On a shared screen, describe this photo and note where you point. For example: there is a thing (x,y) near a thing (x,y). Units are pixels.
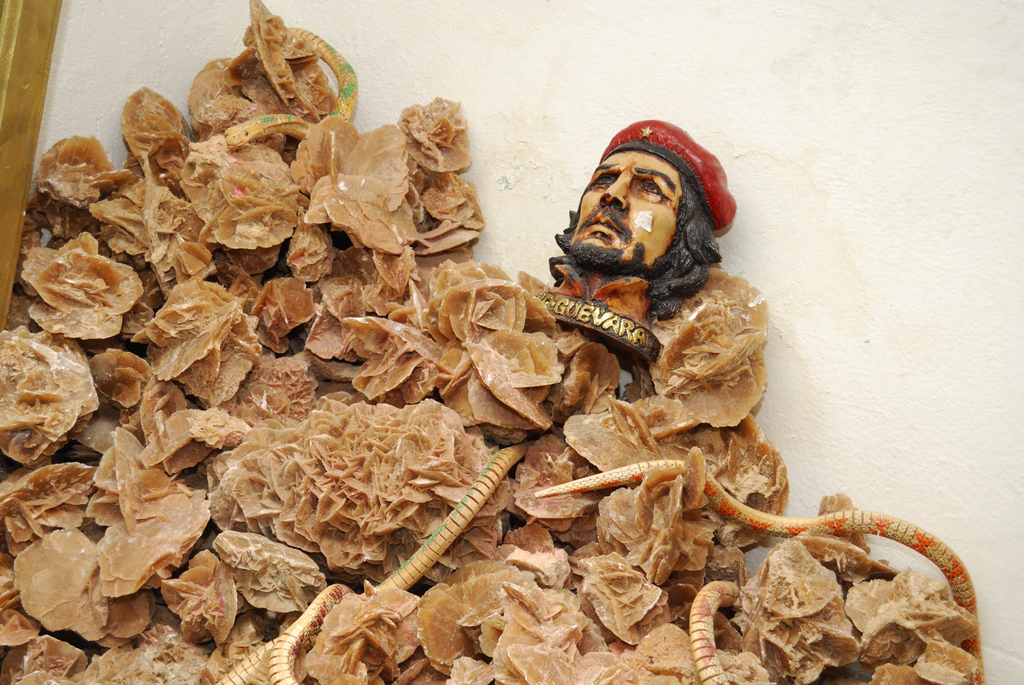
In this picture it looks like a top part (302,309) of a showpiece (372,437) with a man's face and flowers (311,320).
